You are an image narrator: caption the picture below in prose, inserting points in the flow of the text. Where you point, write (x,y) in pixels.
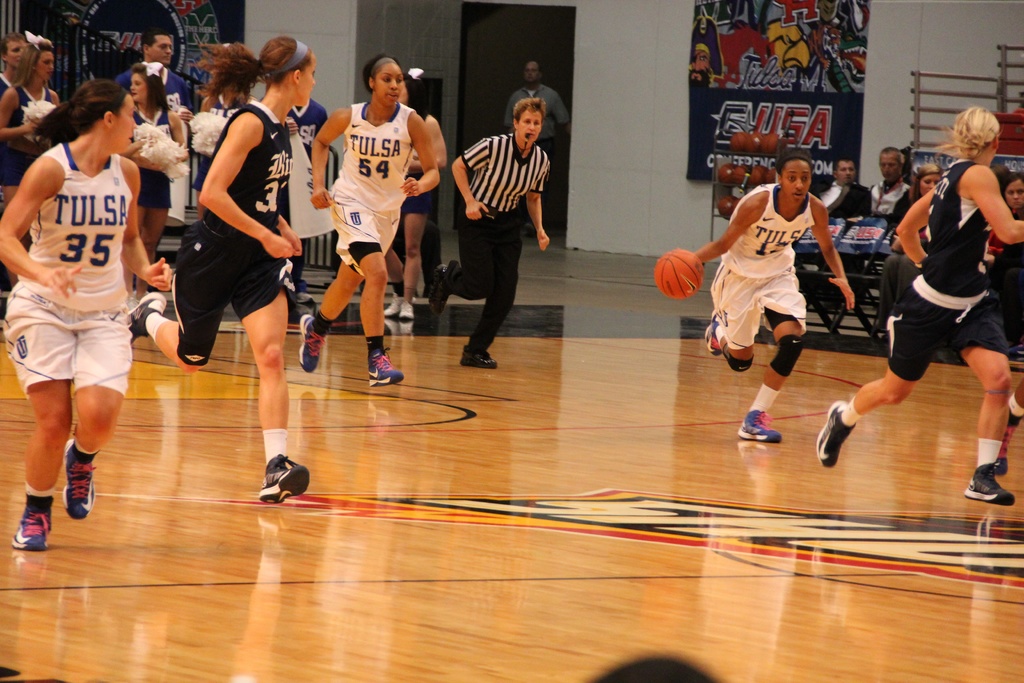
In this image I can see few women (98,162) wearing white and black jersey (288,187) are running on the floor (490,540) and I can see a brown colored ball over here. In the background (520,168) I can see a person (511,198) wearing black and white t shirt (508,174) and black pant (493,262) is running on the floor (496,408), few other persons (831,196) sitting, the black colored railing (112,76), the white colored wall (585,69) and a banner (820,107).
